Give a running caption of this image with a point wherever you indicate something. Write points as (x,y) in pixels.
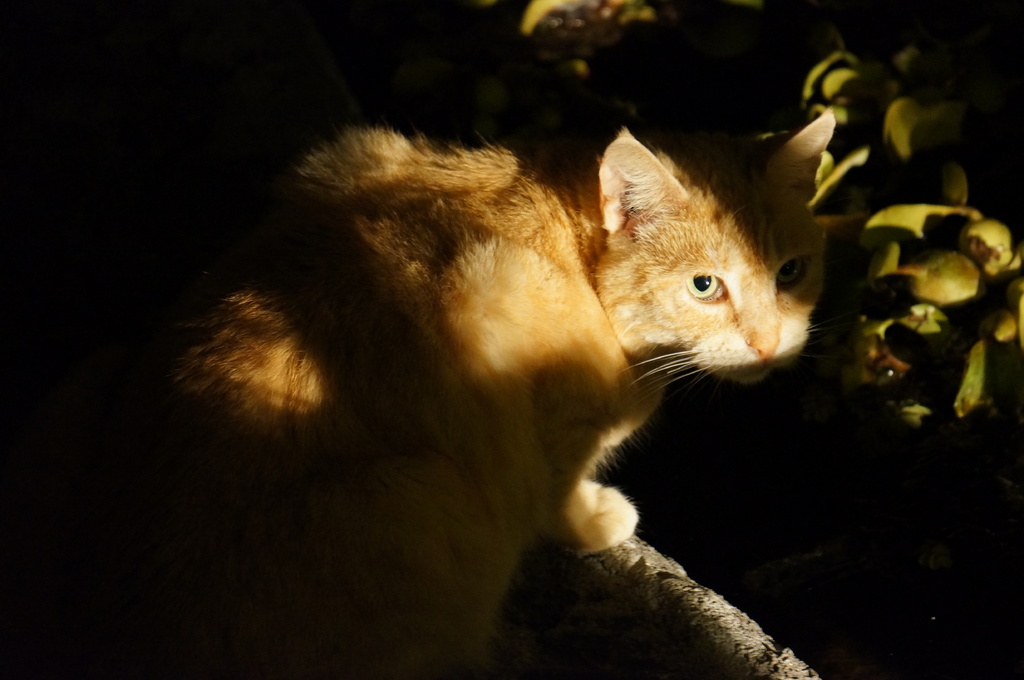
In this image, I can see a cat (527,461) on an object (615,577). On the right side of the image (978,385), these are looking like fruits (969,394). There is a dark background (224,110).
